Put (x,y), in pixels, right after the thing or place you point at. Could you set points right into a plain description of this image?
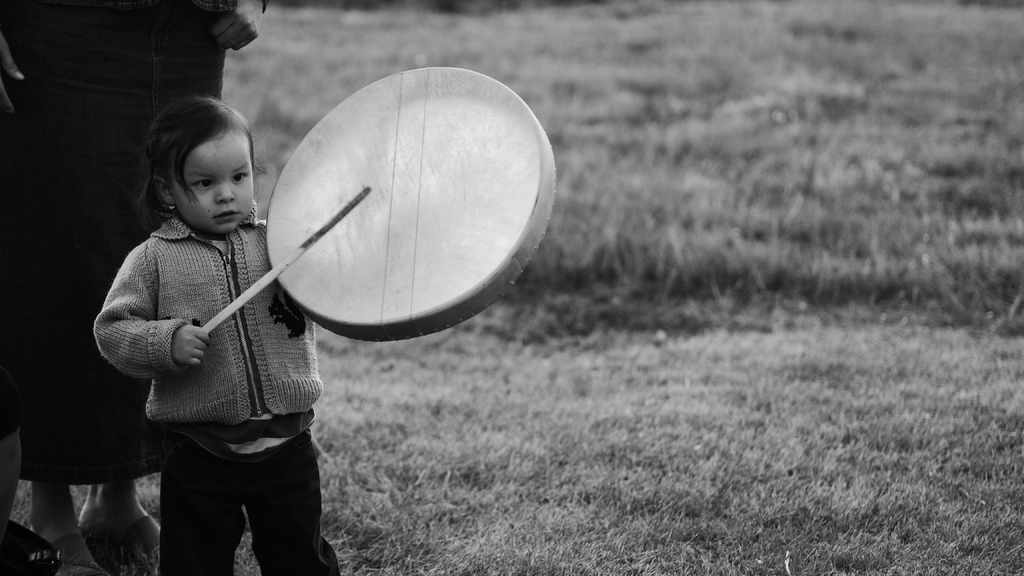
a person (219,278) is holding a drum (358,229) and a stick (293,257). behind him there is another person (73,93). at the back (750,275) there is grass (764,133).
